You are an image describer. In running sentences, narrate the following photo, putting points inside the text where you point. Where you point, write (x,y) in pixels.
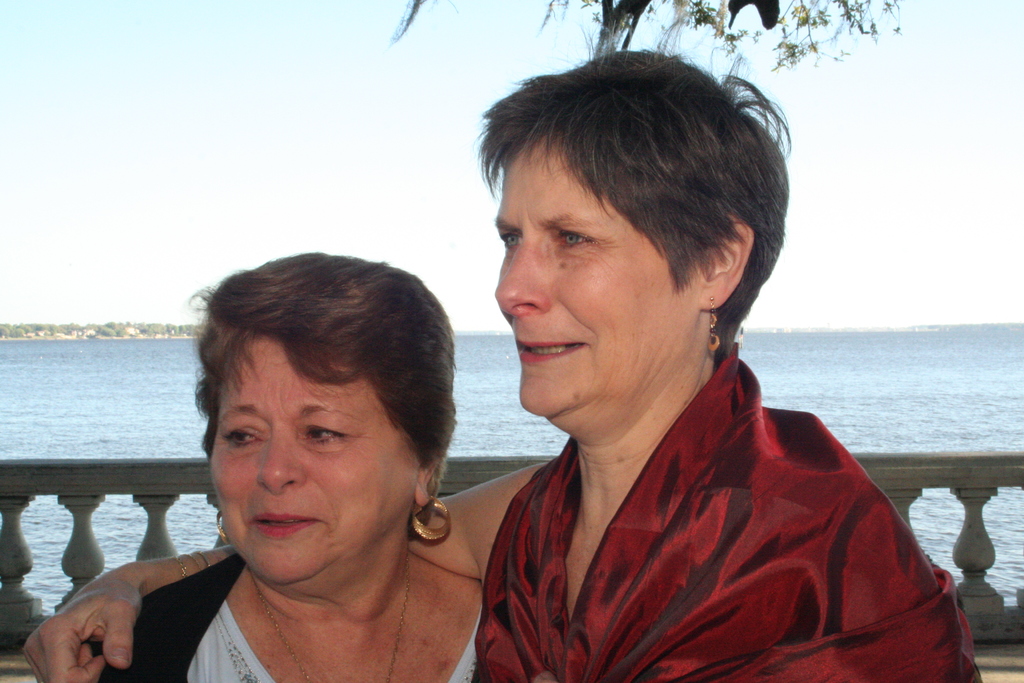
In this image we can see two persons (568,499), there is a wall (965,489), water (172,397), few trees (32,327) and the sky (193,321) in the background (880,170).
